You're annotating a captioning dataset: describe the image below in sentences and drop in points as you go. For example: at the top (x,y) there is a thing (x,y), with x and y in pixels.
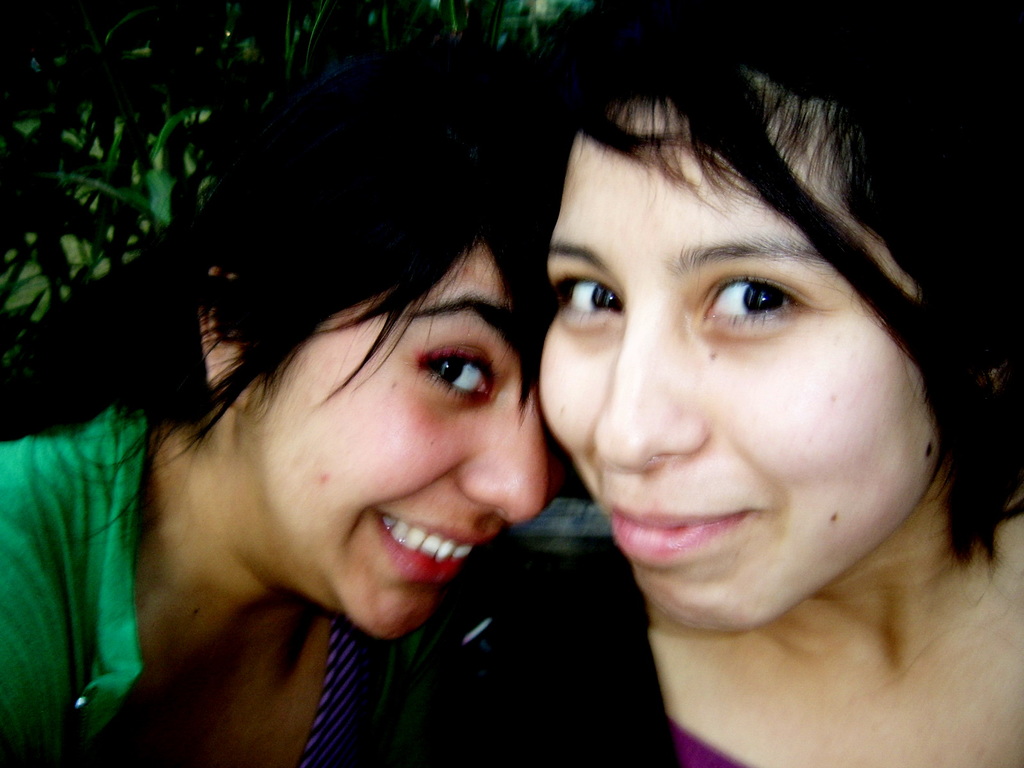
This image is taken outdoors. In the background (151,135) there is a tree (270,72). In the middle of the image (487,415) there are two women (427,583) with smiling faces (427,612).
